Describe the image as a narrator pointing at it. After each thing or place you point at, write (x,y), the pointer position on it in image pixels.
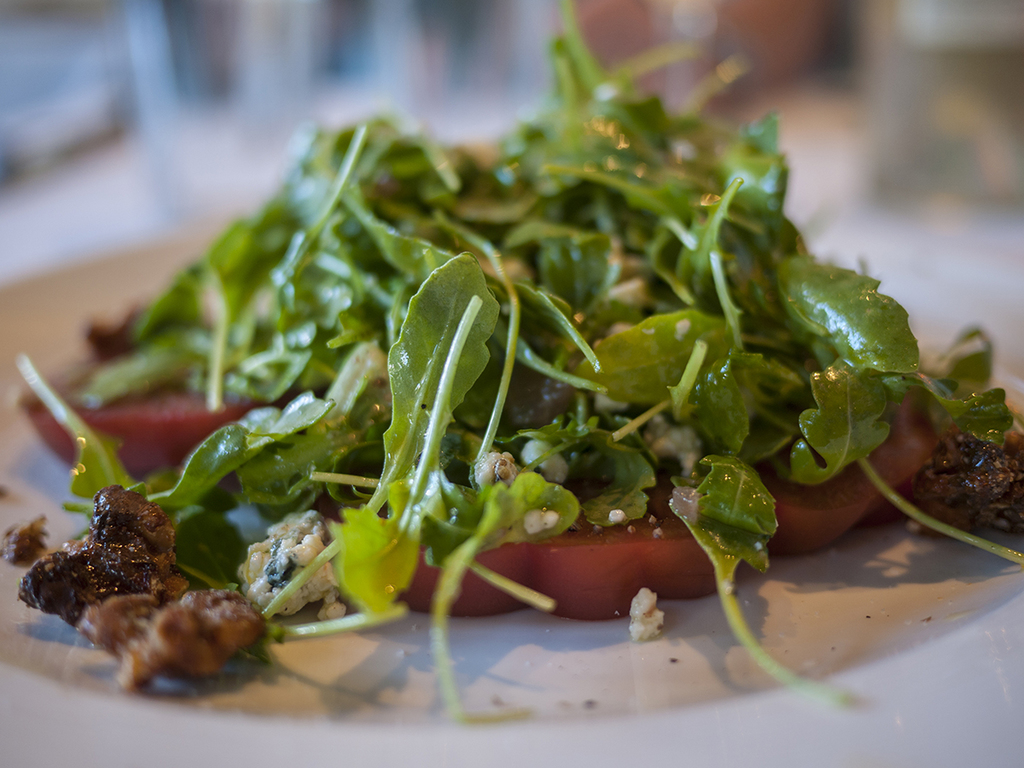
In this image we can see food (288,533) in plate (250,706) placed on the table (119,174).
